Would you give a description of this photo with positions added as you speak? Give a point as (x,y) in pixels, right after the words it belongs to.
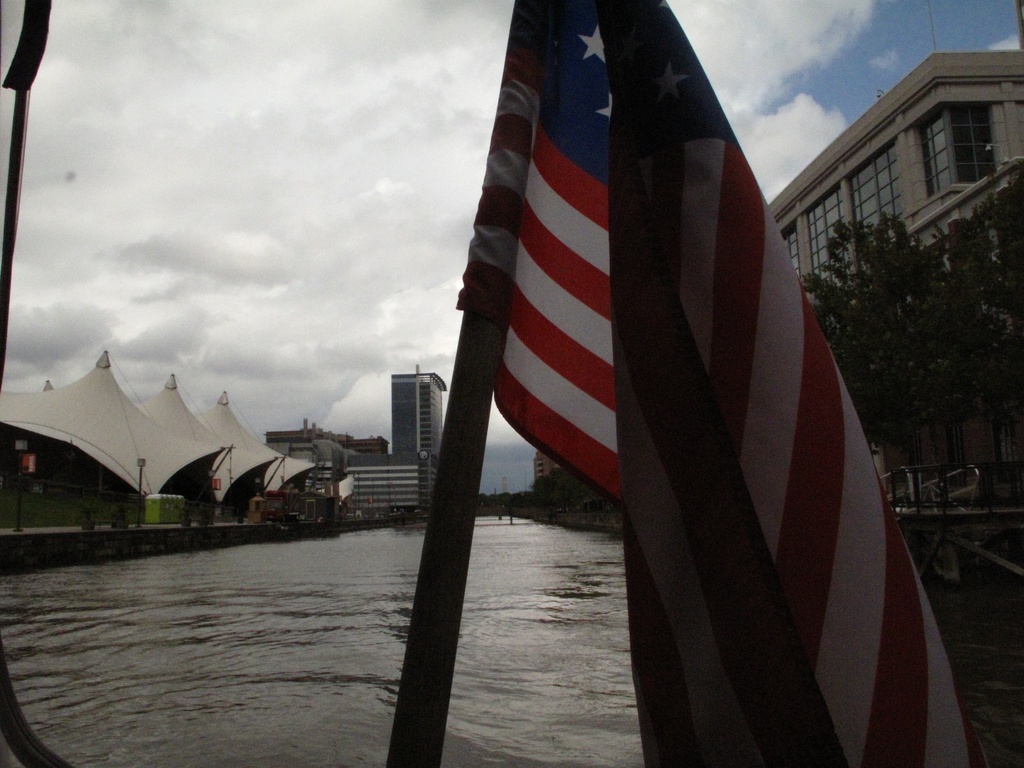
In the image in the center (671,324) we can see one flag (605,235). In the background (475,190) we can see sky (255,421), clouds (337,425), buildings (937,215), wall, tents (90,413), glass (811,215), trees (1004,198), poles (20,442), water (468,595) etc. On the left corner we can see some object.
